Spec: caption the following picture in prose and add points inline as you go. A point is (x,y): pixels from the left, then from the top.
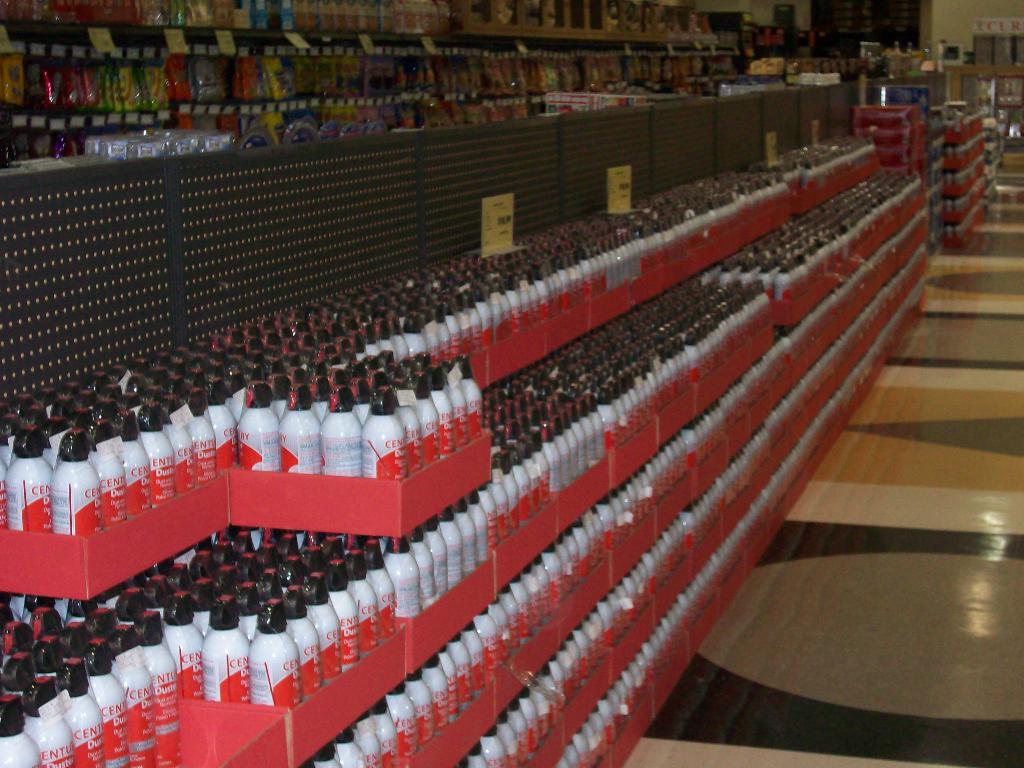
I think this is a super market space (675,61) where a bunch spray cans (470,496) are kept on a red display (650,526).
